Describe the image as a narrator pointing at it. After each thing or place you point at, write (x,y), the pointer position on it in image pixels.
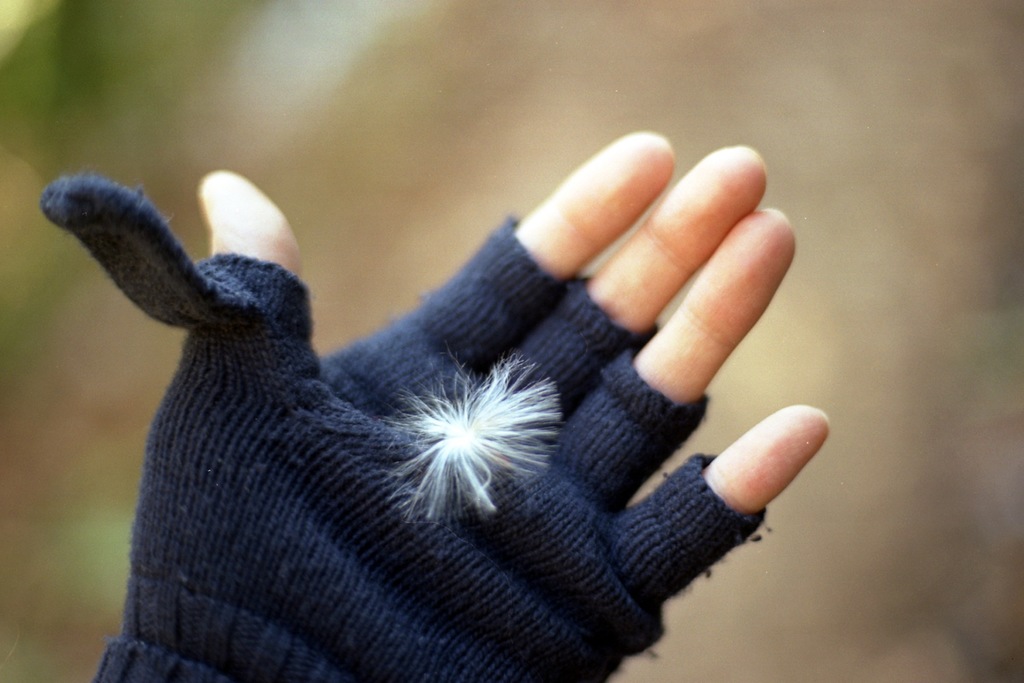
In the image there is a hand (345,476) of a person (359,497) with gloves (288,447). There is a white color thing (440,453) on the hand (372,443). And there is a blur background (969,417).
